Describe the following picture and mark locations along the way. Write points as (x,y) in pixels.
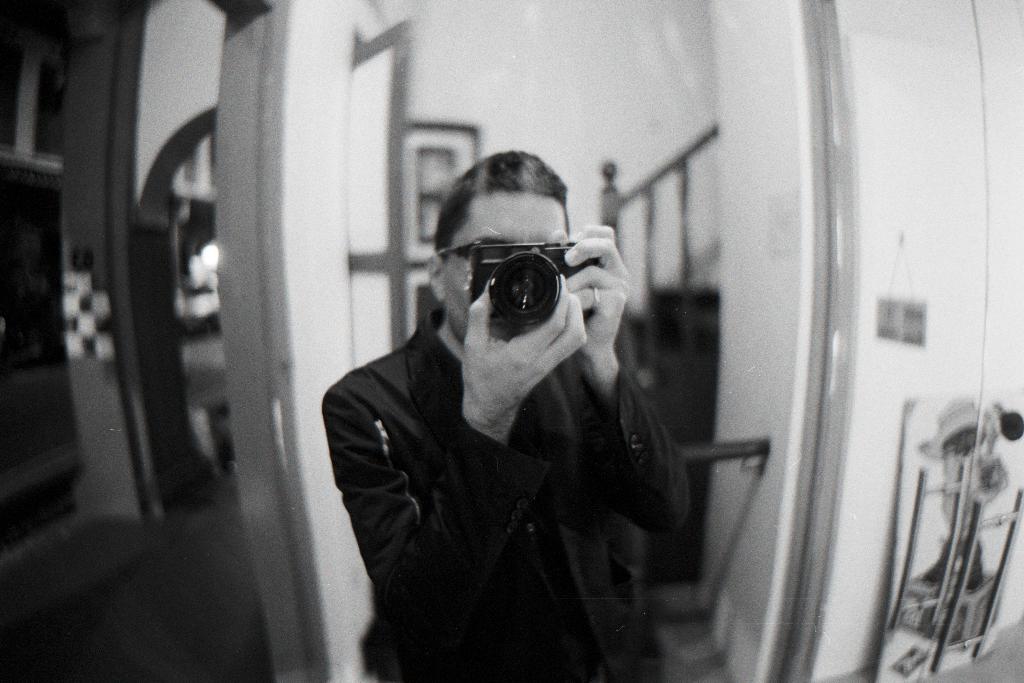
In this picture there is a man (484,333) holding a camera (515,292) in his hands (489,414) wearing a black dress (449,550). In the background (649,199) there is a railing (635,194) and some photographs (434,156) attached to the wall (553,51). Here, we can observe a stand (942,637) here.
